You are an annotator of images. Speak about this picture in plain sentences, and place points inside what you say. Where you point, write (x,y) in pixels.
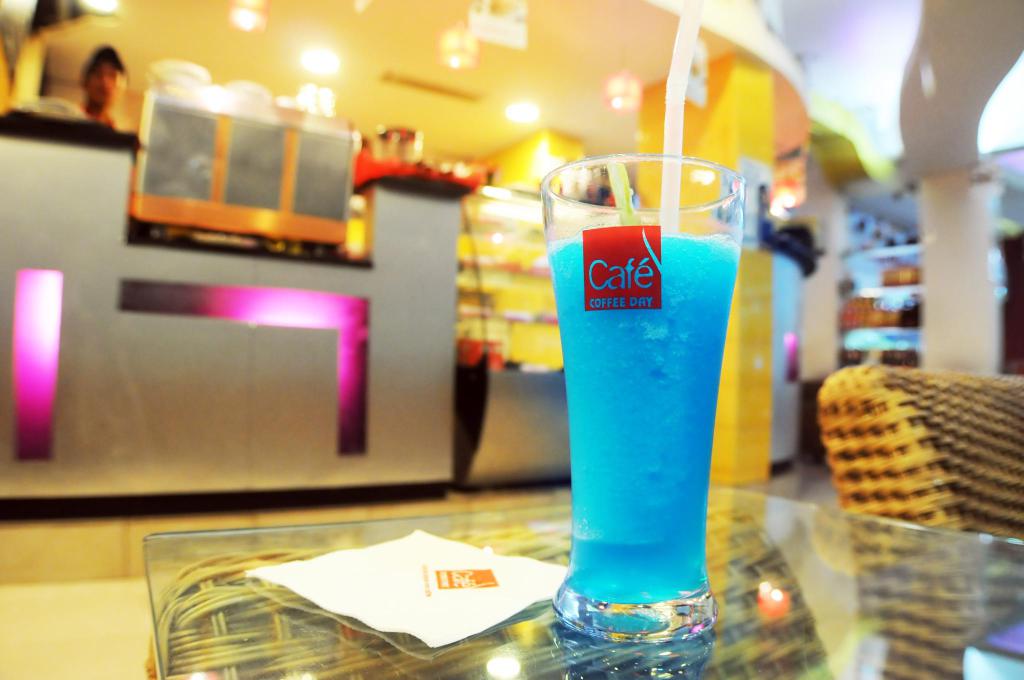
This is an inside view. At the bottom of this image (709,642) I can see glass table (774,596) on which a tissue paper (436,567) and a glass (638,463) are placed. Beside this there is a chair (927,461). On the left side (116,318), I can see another table (117,256). At the back of it I can see a person (88,106). On the top (323,66) there are some lights (528,109). In the background (887,259) there is a rack (853,299) and a pillar (948,240).
